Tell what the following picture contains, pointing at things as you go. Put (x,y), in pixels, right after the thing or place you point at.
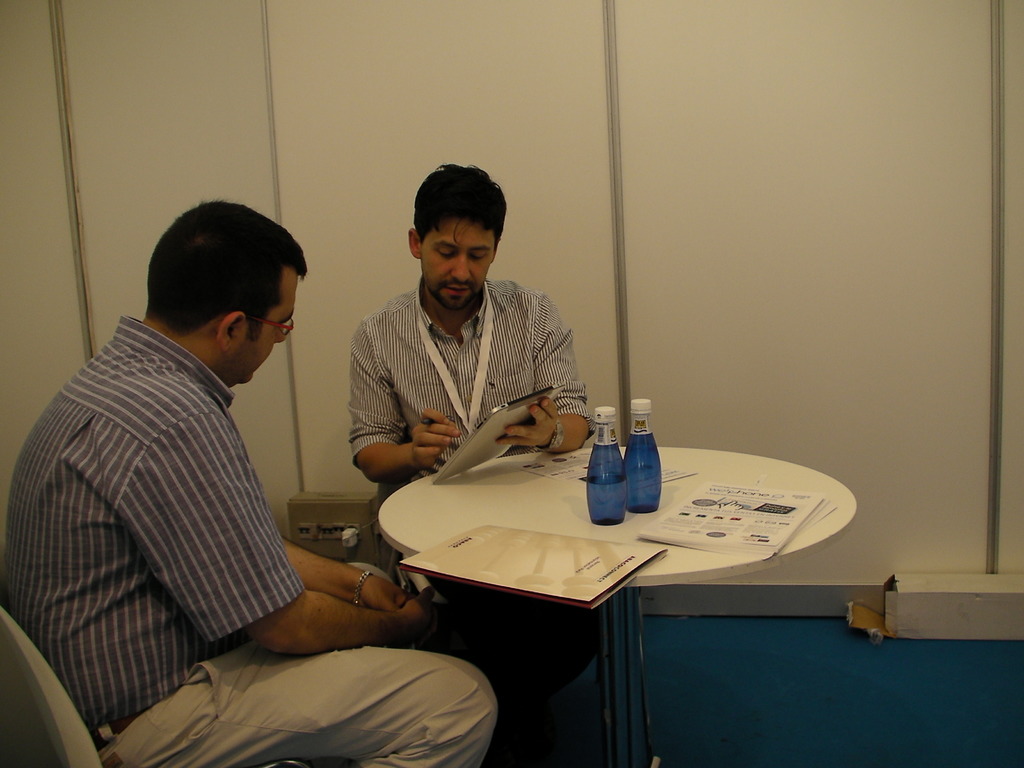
On the table (656,573) we can see bottles (650,483), papers (738,499) and a file (483,559). We can see this man (448,399) holding a gadget (463,463) in his hand (517,438) and explaining something to this person (449,689). He wore spectacles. This is a floor (786,720).
